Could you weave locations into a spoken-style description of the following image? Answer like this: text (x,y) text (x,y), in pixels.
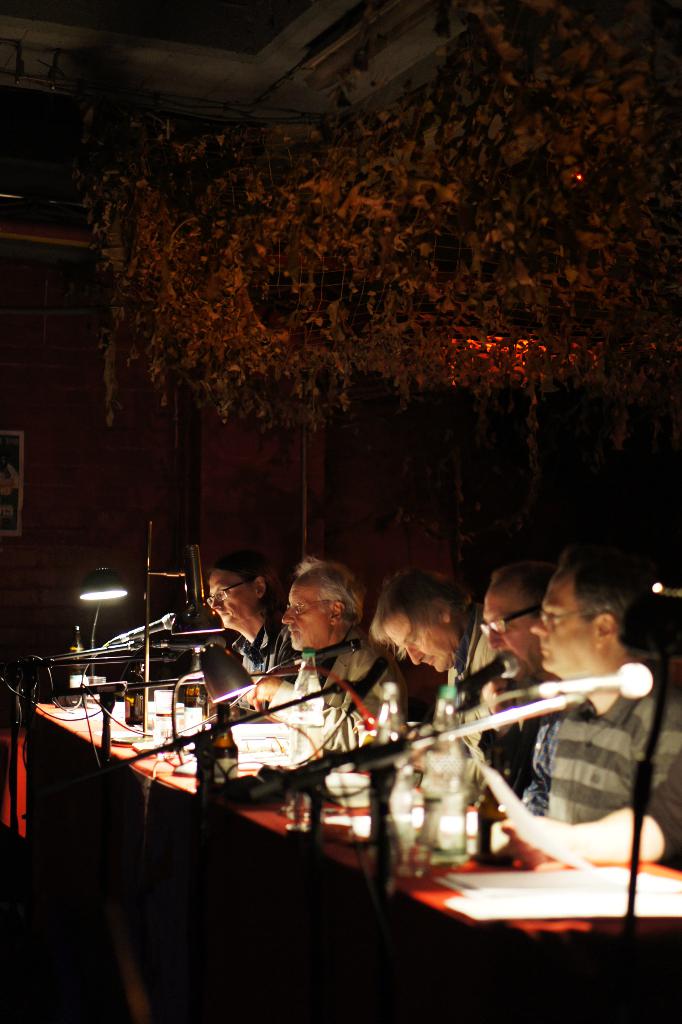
In this image there are people (385,633) sitting. Before them there is a table (303,856) having few bottles (401,798) and mike's (625,690). There is a lamp (103,586) on the table (122,719) having few objects (508,882). Top of the image (247,150) decorative items (225,219) are hanging from the roof (184,51). Left side (12,477) a frame (11,511) is attached to the wall (257,516).
